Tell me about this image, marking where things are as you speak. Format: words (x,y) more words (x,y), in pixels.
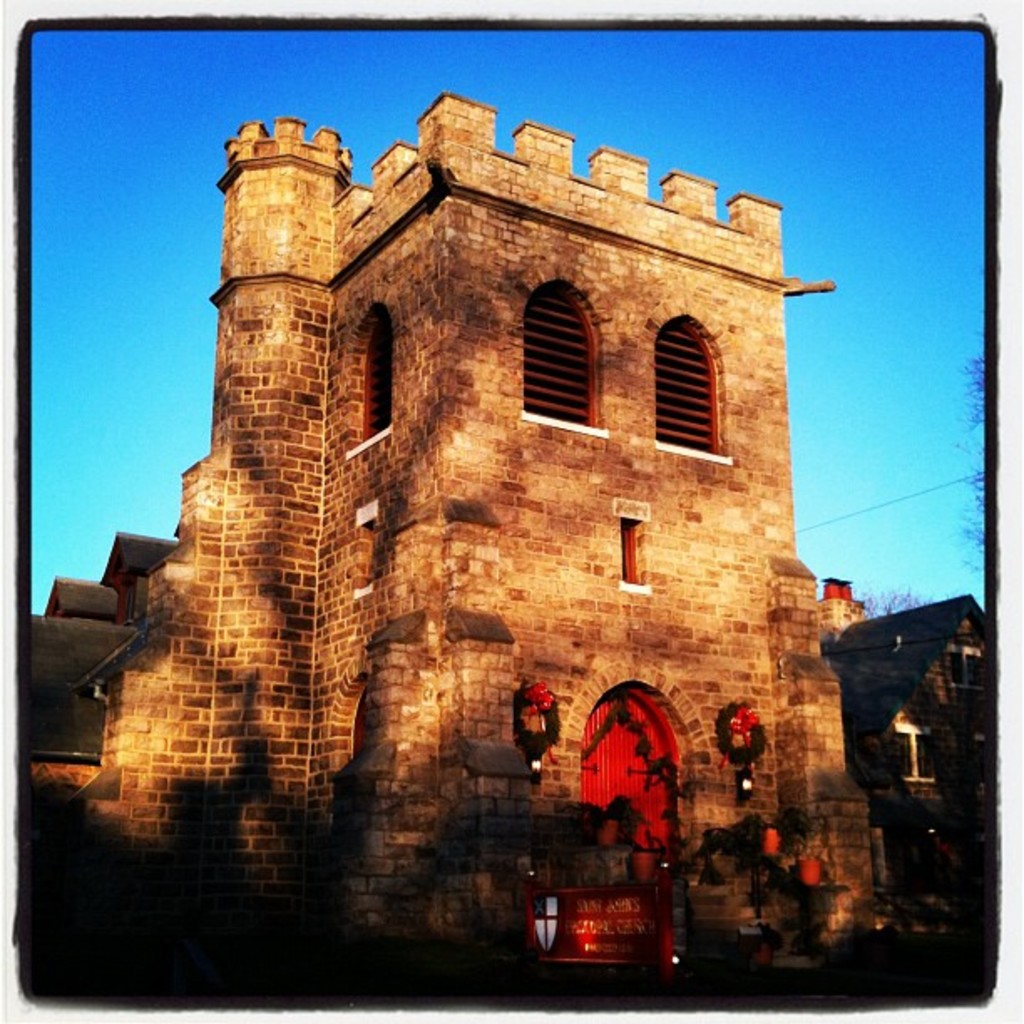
In this image at the bottom right side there is a red door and in the background (849,278) there is the sky (646,125) and I can see there is a old building (704,449) in the middle (402,568).
